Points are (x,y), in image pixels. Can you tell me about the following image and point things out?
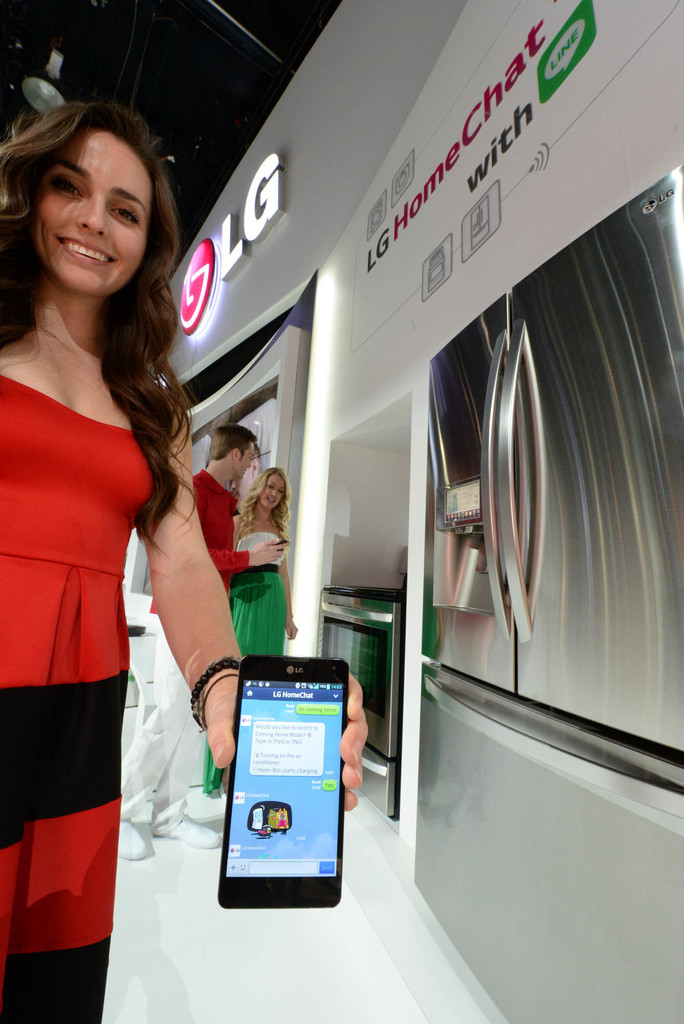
In this image we can see few persons (140,424), one lady (78,451) wearing a red and black dress (78,451) holding a mobile (259,707), there are some other electronic goods (445,501), we can also see a poster (418,211) with some text (499,98) written on it.
